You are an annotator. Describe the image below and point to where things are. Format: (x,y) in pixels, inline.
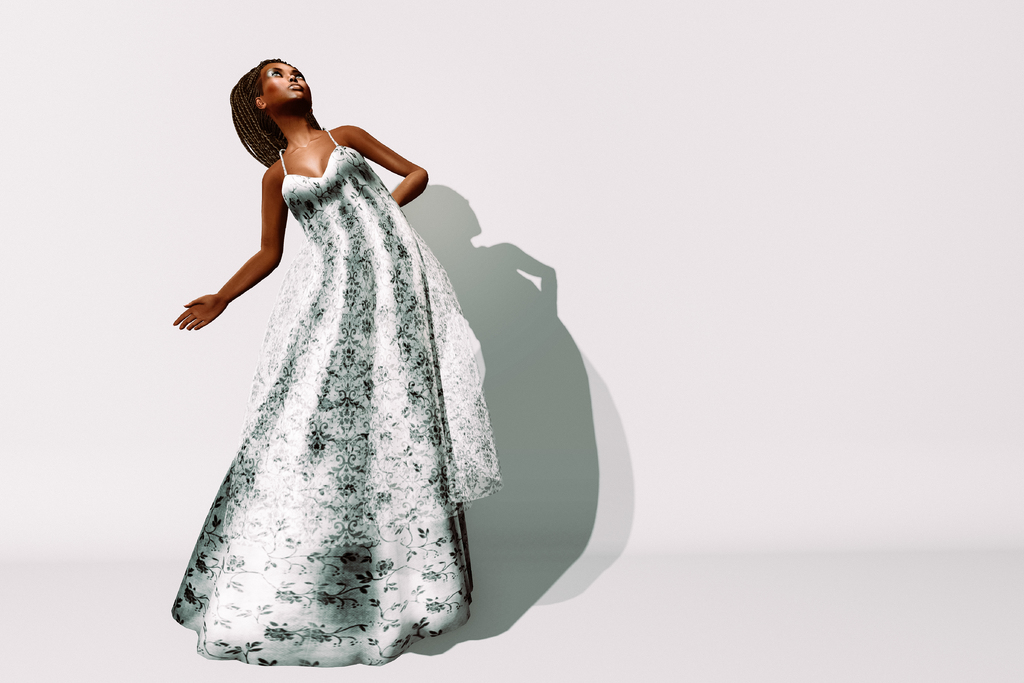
This is an animated image where we can see a woman (312,126) is standing. In the background (224,273) we can see shadow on the wall (459,288).
